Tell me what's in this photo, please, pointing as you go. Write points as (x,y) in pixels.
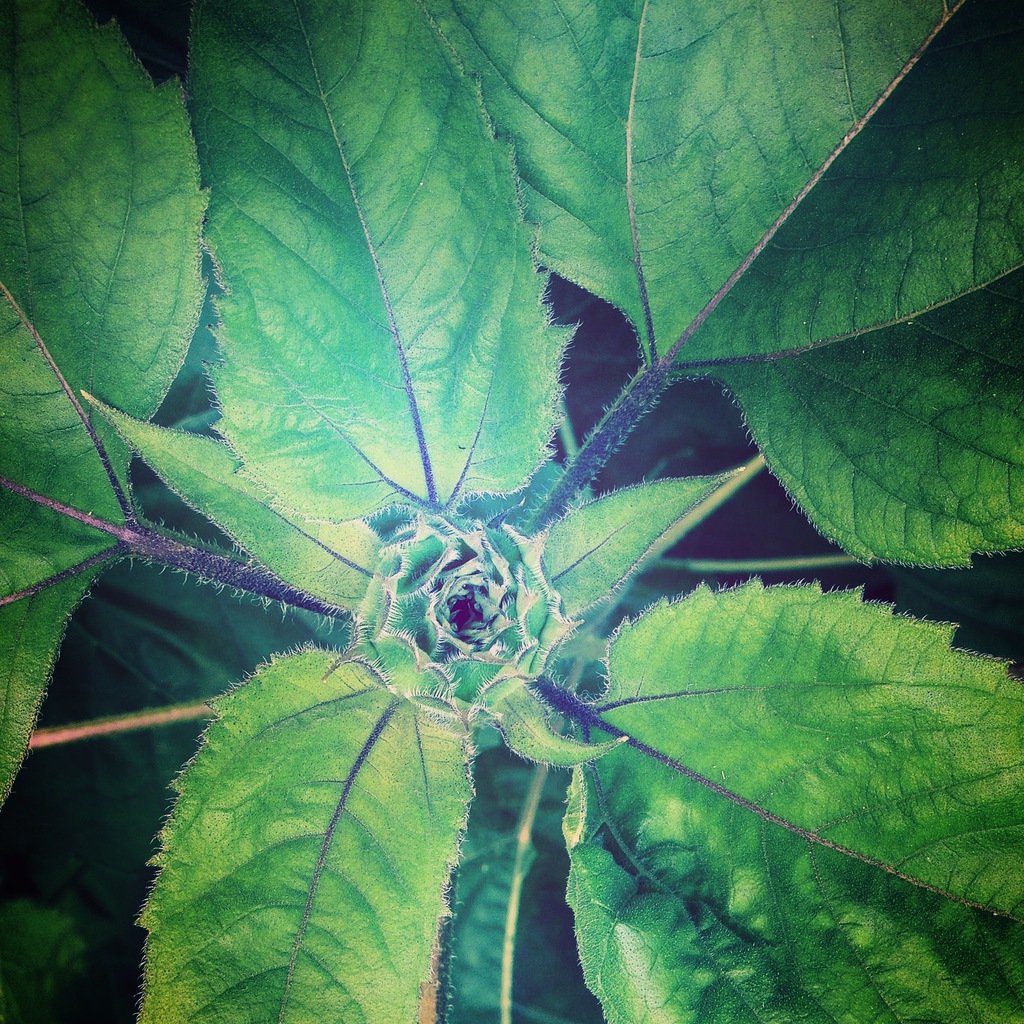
In this image I can see a plant (502,655) which is green and black in color and in the middle (467,569) I can see a flower (468,577).
